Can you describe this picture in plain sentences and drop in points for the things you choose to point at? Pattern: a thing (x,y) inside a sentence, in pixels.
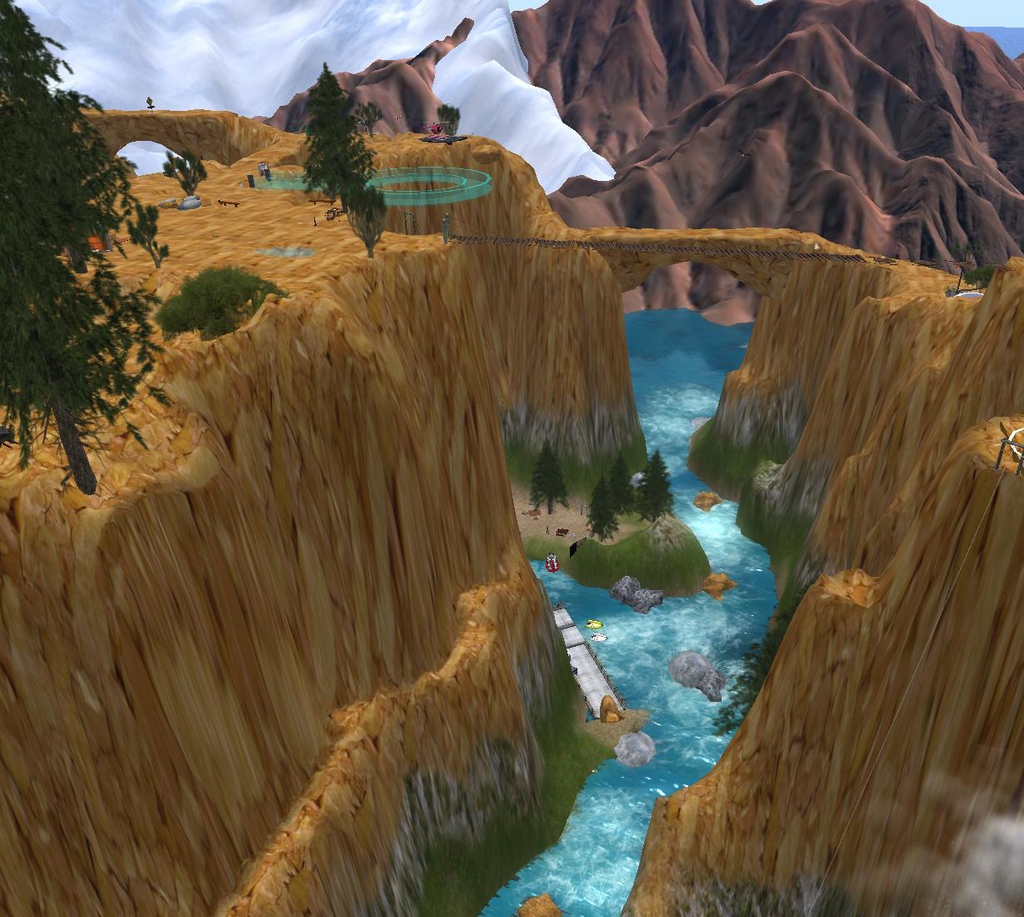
This looks like an animated image. These are the trees (378,211). Here is the wooden bridge (482,241). This is the river (662,712) with the water (662,712) flowing. I can see the rocks (639,745). I think this is the snow mountain (353,43).
